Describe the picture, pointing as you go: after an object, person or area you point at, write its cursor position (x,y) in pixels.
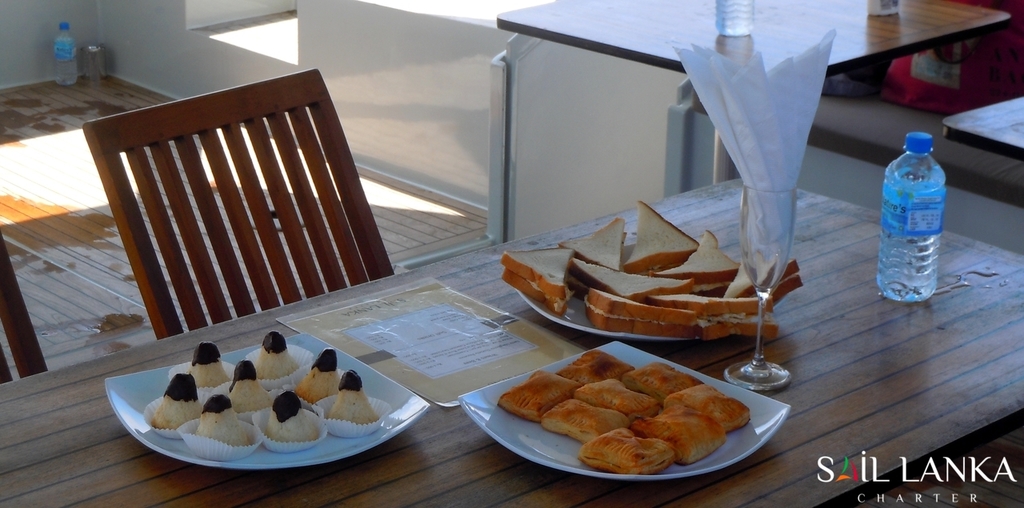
In this picture I can see food (538,408) in the plates (494,405) and I can see napkins (768,168) in the glass (754,235) and a water bottle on the table (962,300) and I can see a menu card (422,326) and couple of chairs (166,258) and I can see another table (757,30) and a water bottle (726,11) on it and I can see a water bottle (75,39) on the floor (73,106) and I can see text (837,479) at the bottom right corner of the picture (875,479).
